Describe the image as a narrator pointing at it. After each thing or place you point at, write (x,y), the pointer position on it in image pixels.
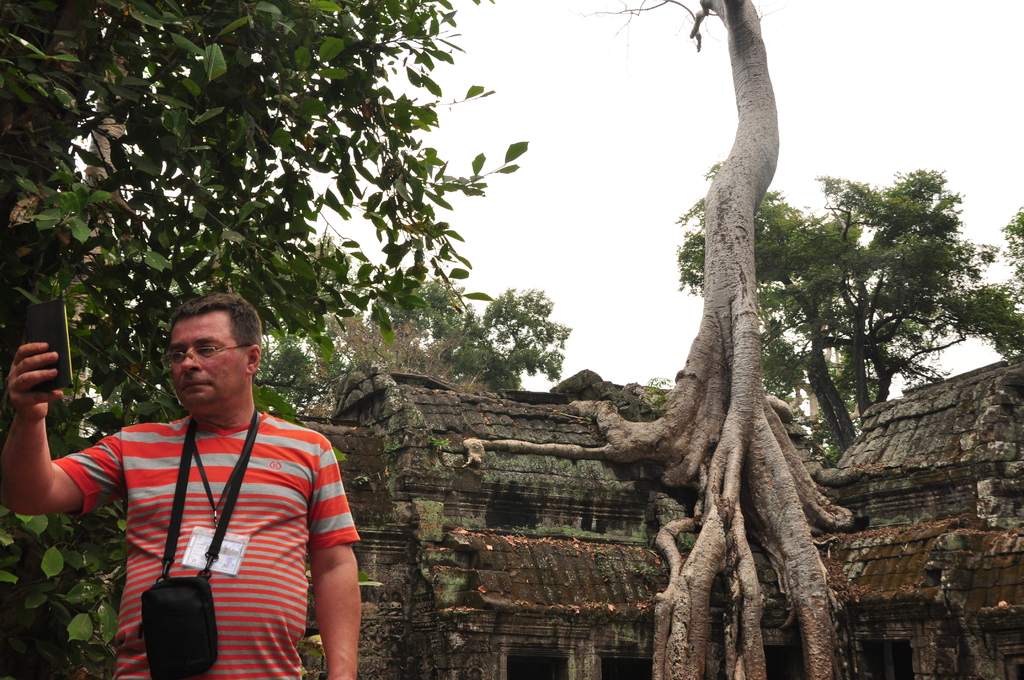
In this image there is a person (69,460) holding a mobile phone (46,383) in his hand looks into it, behind the person (245,438) there are trees (309,408) and an old house (577,467).
